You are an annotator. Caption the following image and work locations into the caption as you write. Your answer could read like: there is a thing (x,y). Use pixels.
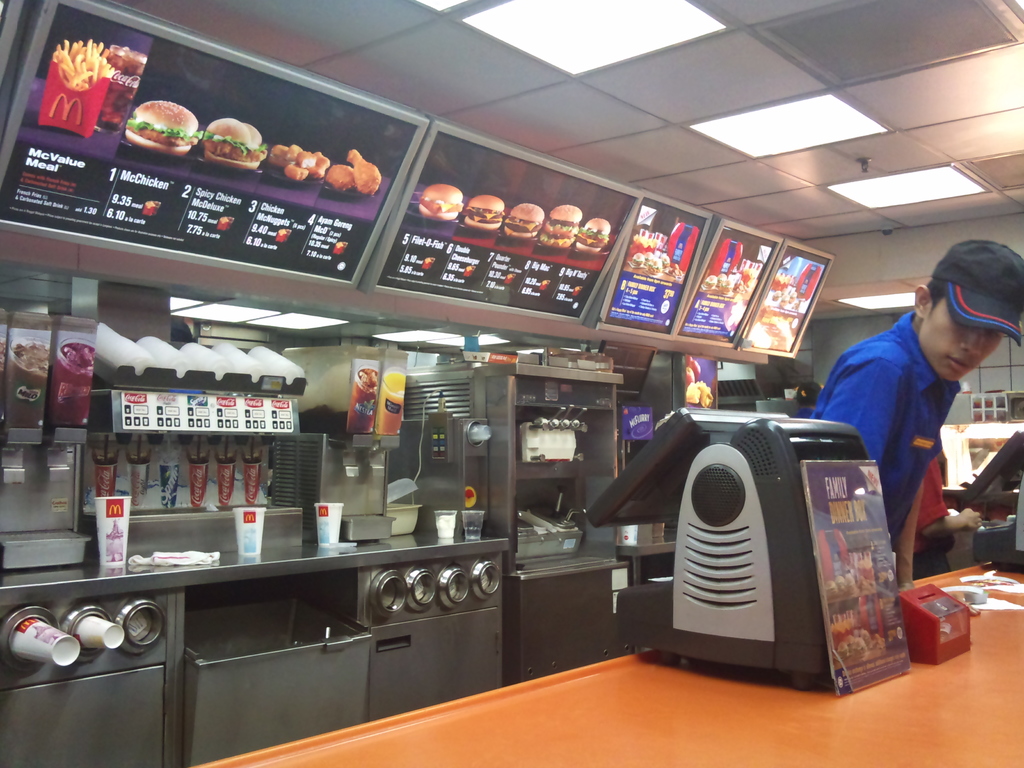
In this image we can see a person (974,351), he is wearing a cap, there is a soda fountain machine (188,425), there is an ice cream machine (553,395), there are cups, glasses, cabinets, there are some poster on the machines (63,471) with images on it, there are screens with text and food images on it, there are monitors (694,581), and other electronic instruments (348,408) on the table (749,702), also we can see the ceiling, and the lights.
